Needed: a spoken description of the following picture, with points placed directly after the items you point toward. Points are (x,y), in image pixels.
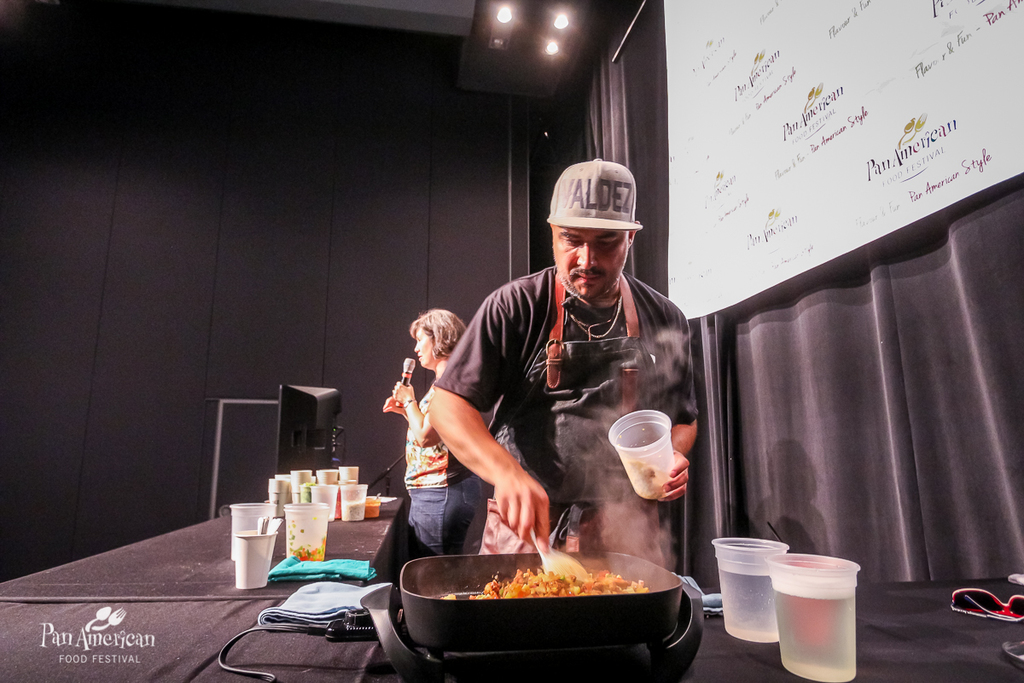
In this image we can see two persons (608,363) standing. One person (621,220) is wearing cap (621,220) and holding a spatula (540,545) in his hand (516,524) in other hand (675,464) he is holding a glass (661,468). One woman (440,447) is holding a microphone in her hand (404,394). In the foreground (610,609) we can see a pan (501,600) containing food (587,591), group of vessels (308,525) placed on the table (304,679). In the background (955,477) we can see curtains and some lights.
